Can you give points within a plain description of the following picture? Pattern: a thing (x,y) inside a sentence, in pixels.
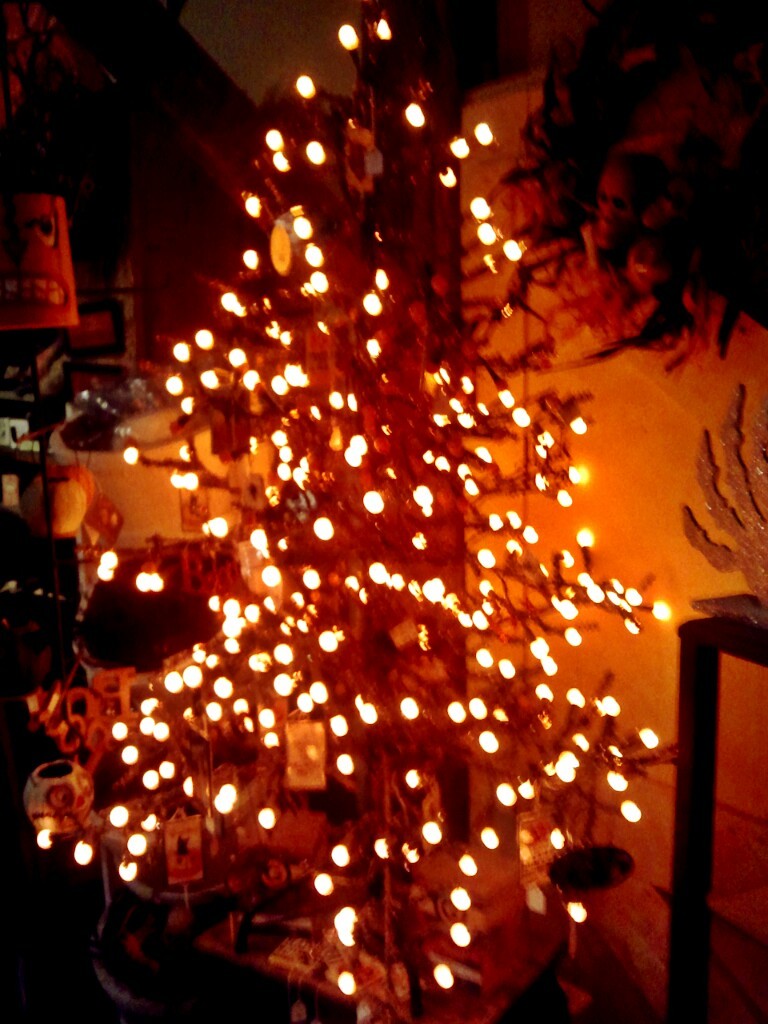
In the image there is a tree (290,497) beautifully decorated with many lights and behind the tree (169,390) there are few items (104,527) and on the right side (587,437) there is a wall (663,660) and beside the wall (673,642) there is a table (717,638).
